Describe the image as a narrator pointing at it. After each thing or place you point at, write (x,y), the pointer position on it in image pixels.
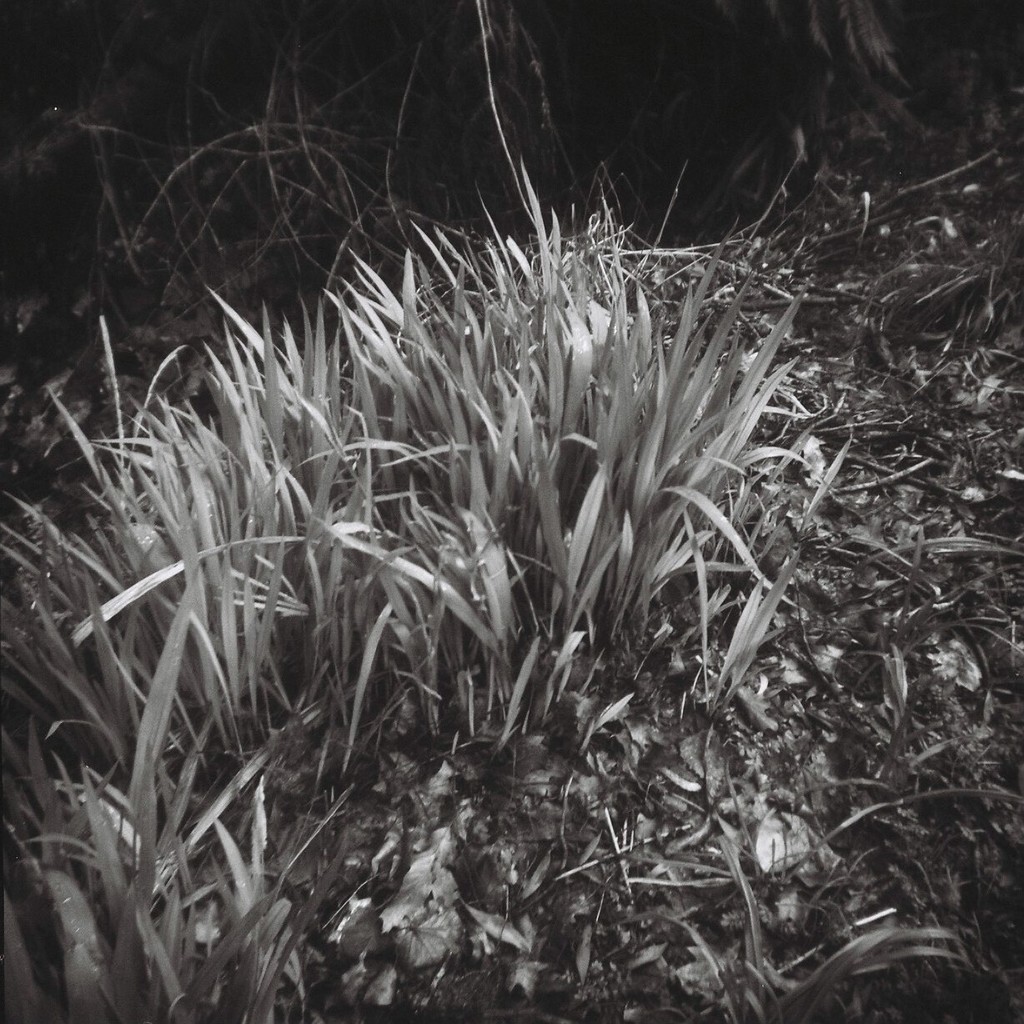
These are plants (446,591).
